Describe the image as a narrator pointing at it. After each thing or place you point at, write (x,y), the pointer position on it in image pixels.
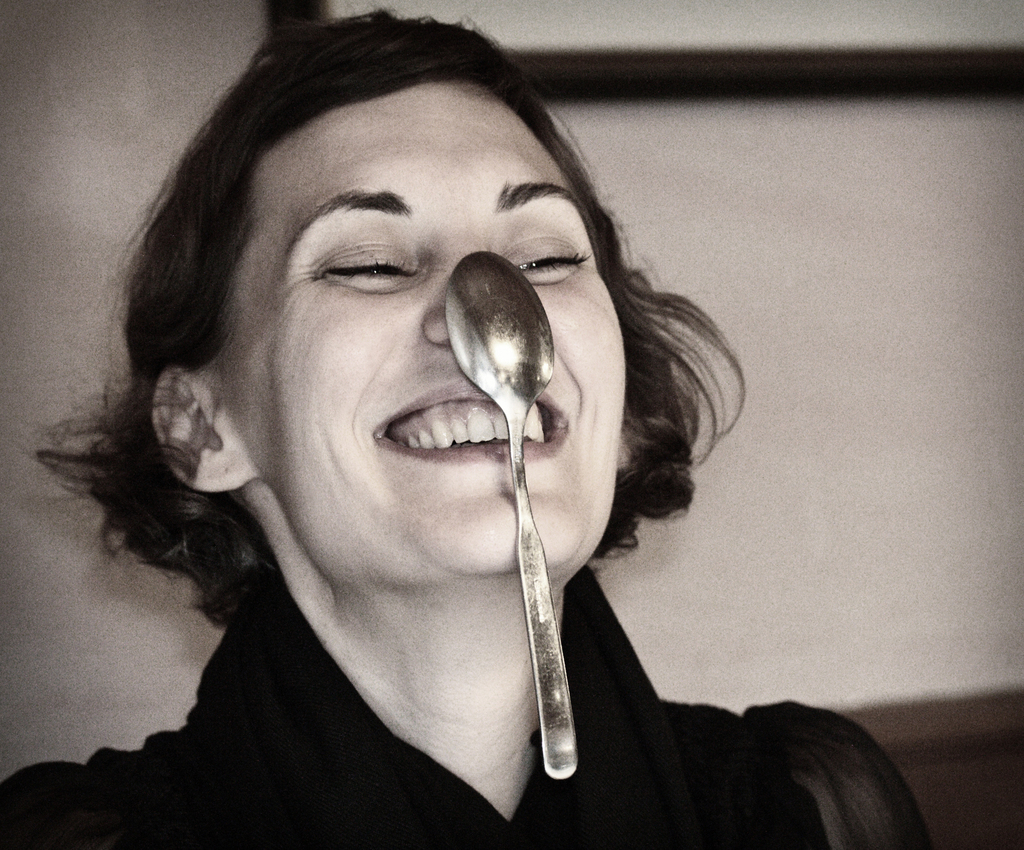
In the picture we can see a woman (854,736) keeping a spoon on her nose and laughing and she is in black dress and behind her we can see a wall (914,169).
